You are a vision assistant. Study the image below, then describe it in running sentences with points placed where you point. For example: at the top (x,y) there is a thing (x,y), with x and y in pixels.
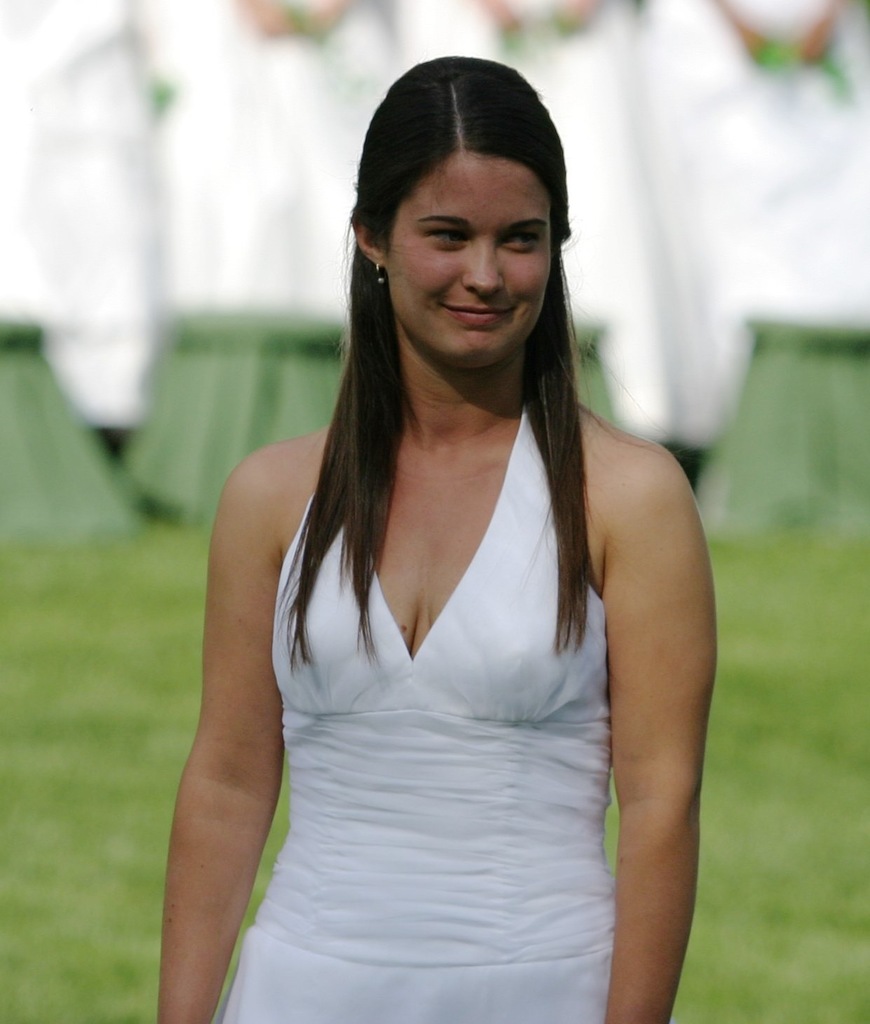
In the picture there is a woman (580,1020) standing on the ground (762,1019).
